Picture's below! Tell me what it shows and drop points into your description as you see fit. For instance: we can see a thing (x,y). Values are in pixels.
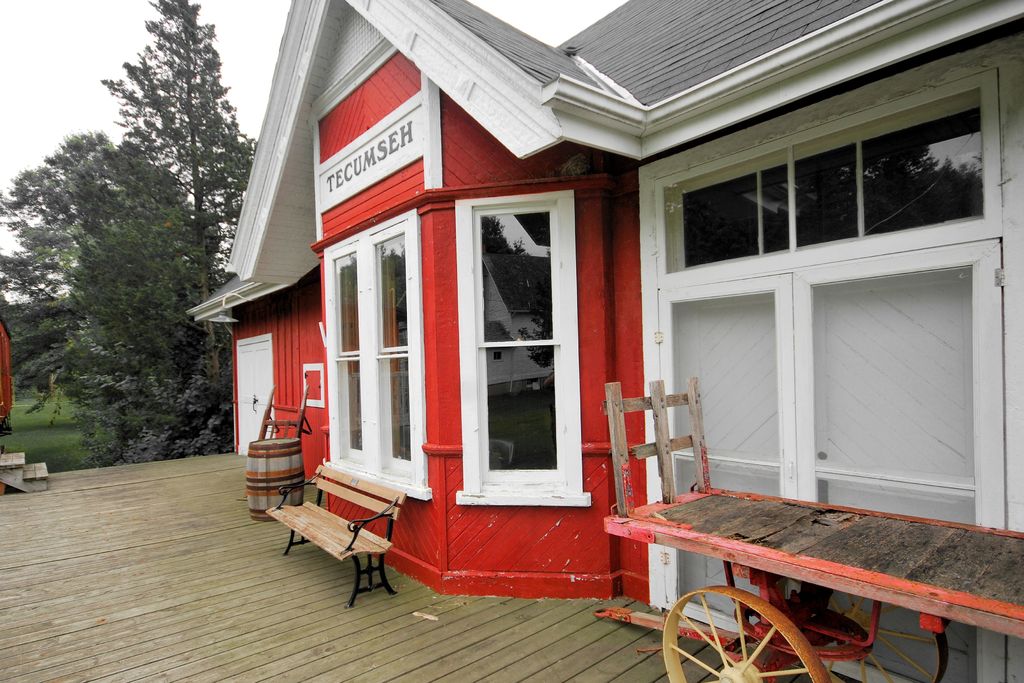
We can see house (456,271). On the background (160,227) we can see trees (155,167) and sky (89,84). This is floor (311,613). We can see bench (388,519), We can see cart (730,590).
